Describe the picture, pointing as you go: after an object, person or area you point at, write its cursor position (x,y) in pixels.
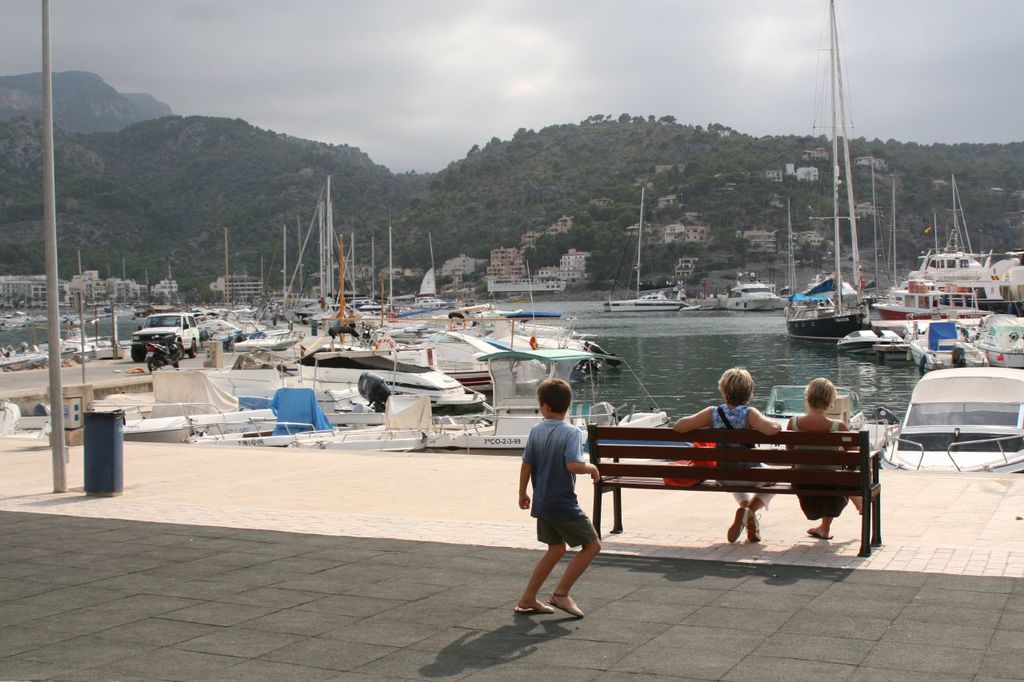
In this image I can see boats (275,306) and ships (645,296) on the water (780,336). There are three persons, there are vehicles (152,317), hills (608,128) and there is a bench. And in the background (438,134) there is sky (616,41).
